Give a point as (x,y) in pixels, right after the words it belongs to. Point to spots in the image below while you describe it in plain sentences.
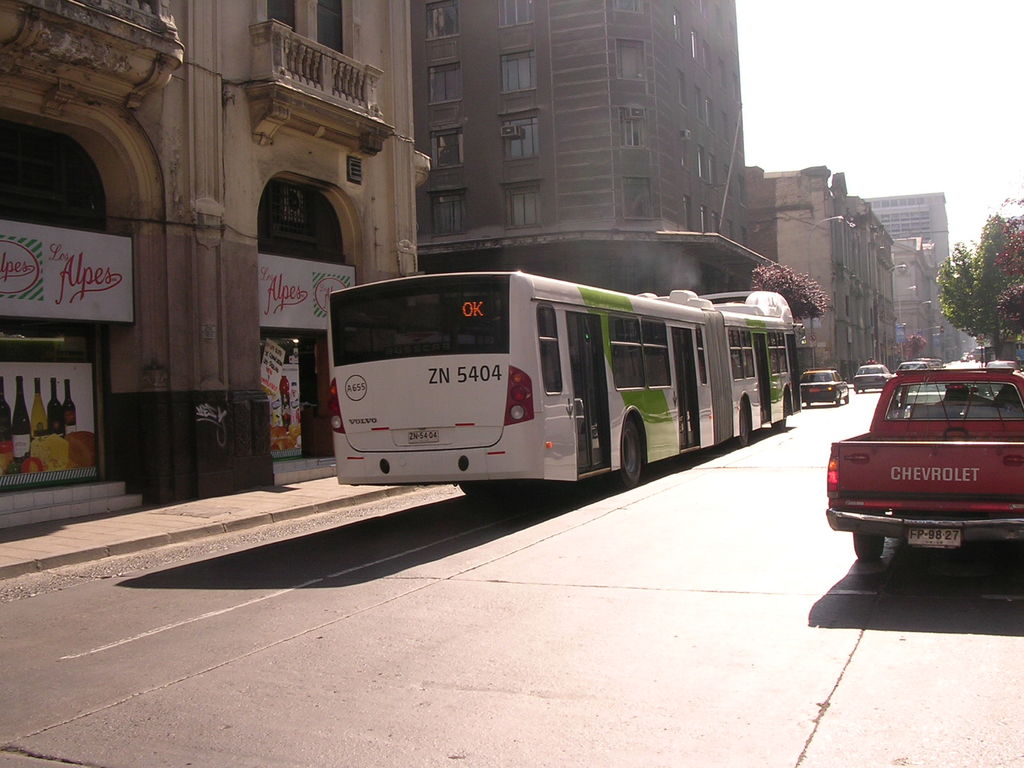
In this image we can see some vehicles (957,445) on the road (691,480) and there are some buildings (550,215) and we can see boards (18,301) with the text (20,270) and pictures (39,472). There are some trees (997,269) and we can see the sky (818,51) at the top (816,19).
